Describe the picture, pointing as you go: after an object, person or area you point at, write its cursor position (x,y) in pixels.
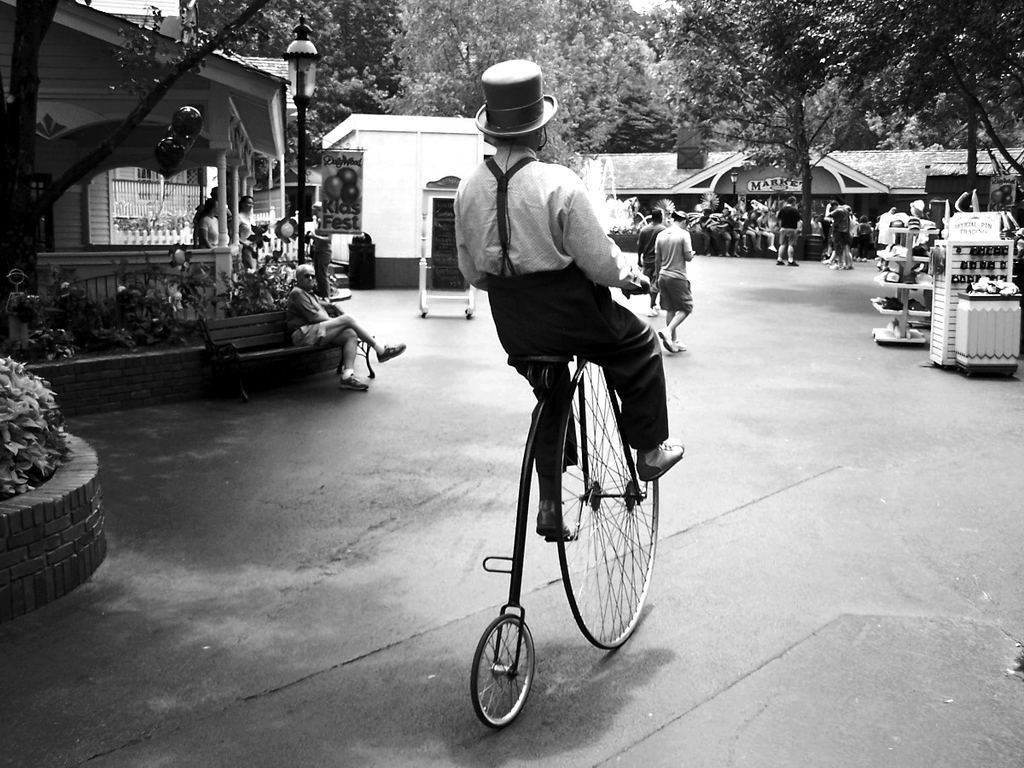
In this image In the middle (509,340) there is a man (568,173) he wear hat (515,112), shirt (528,228), trouser (590,351) and shoes (658,479) he is riding wheel (586,527). In the back ground (289,321) there is a bench (245,360), planter (282,379), street light (304,102), some people (241,229), trees (838,63), house (861,186) and road (804,428).
